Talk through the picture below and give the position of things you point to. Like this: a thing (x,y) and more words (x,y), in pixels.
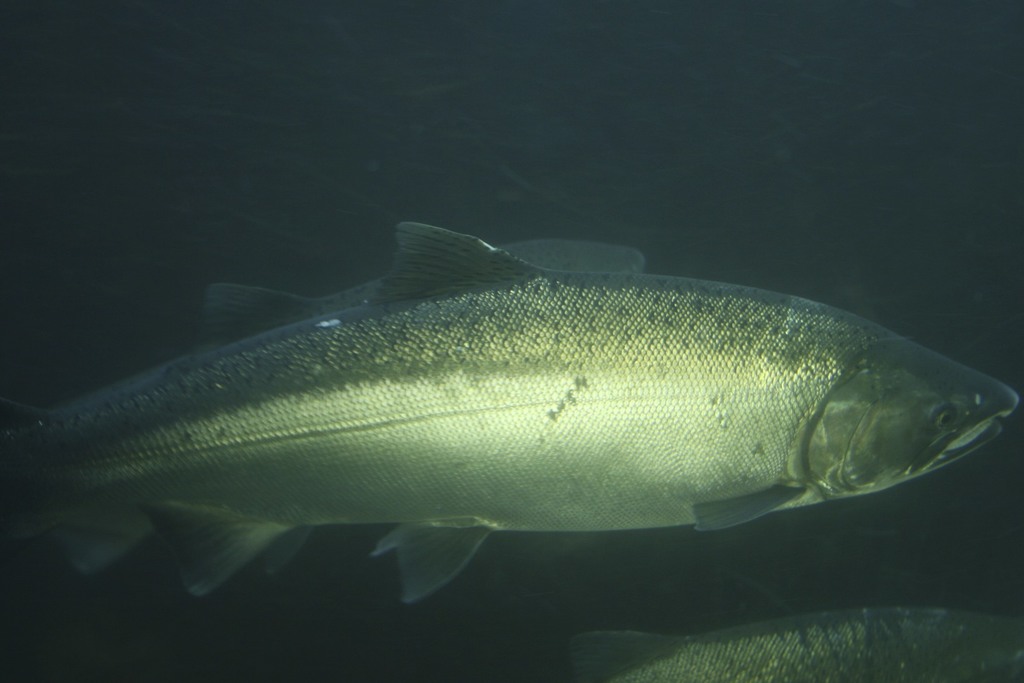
In this picture we can see few fishes (714,391).
